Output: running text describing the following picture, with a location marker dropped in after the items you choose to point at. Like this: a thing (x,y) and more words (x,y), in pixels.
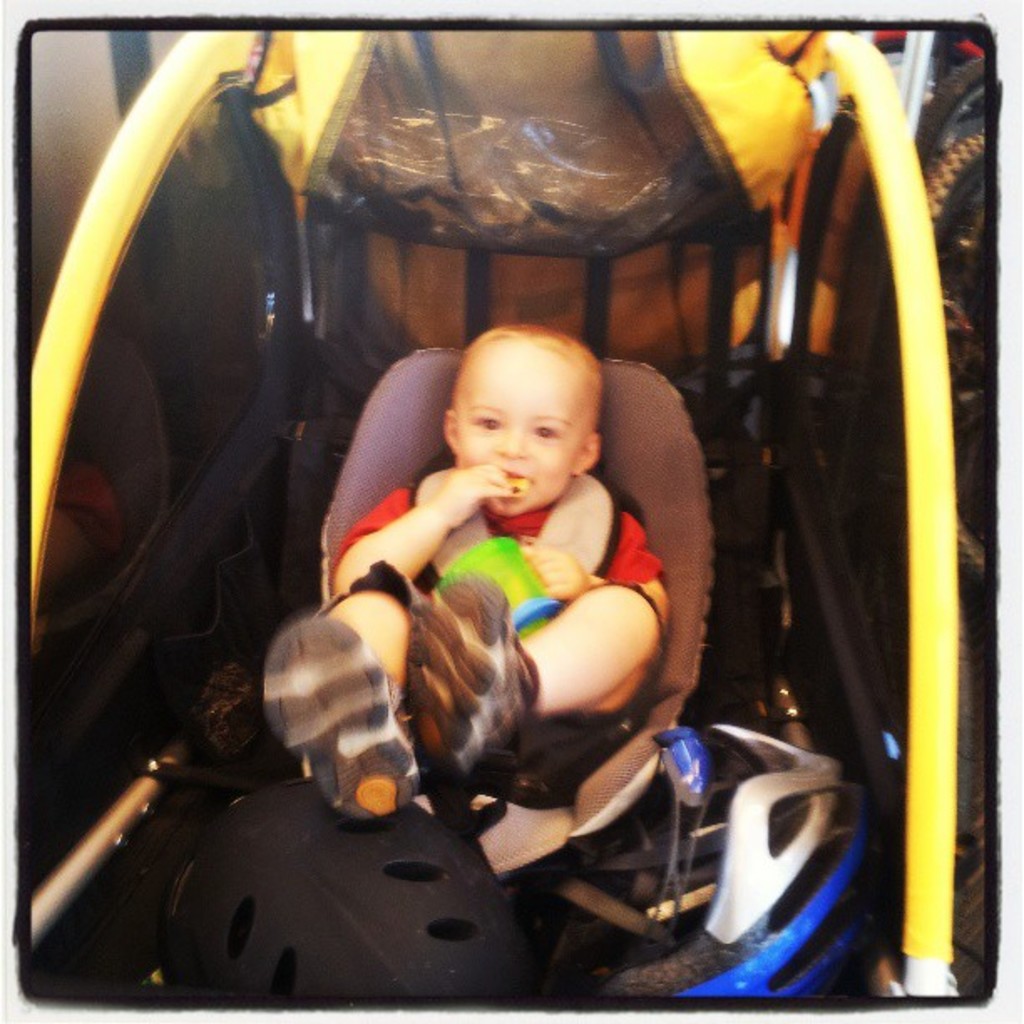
In the image we can see there is a kid (490,579) sitting on the chair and there is a helmet (412,917). The kid (525,671) is holding bottle (531,576) in his hand (544,548) and there are yellow colour iron rods (926,956). There is a black colour netted bag (541,132) on the top (472,106).
